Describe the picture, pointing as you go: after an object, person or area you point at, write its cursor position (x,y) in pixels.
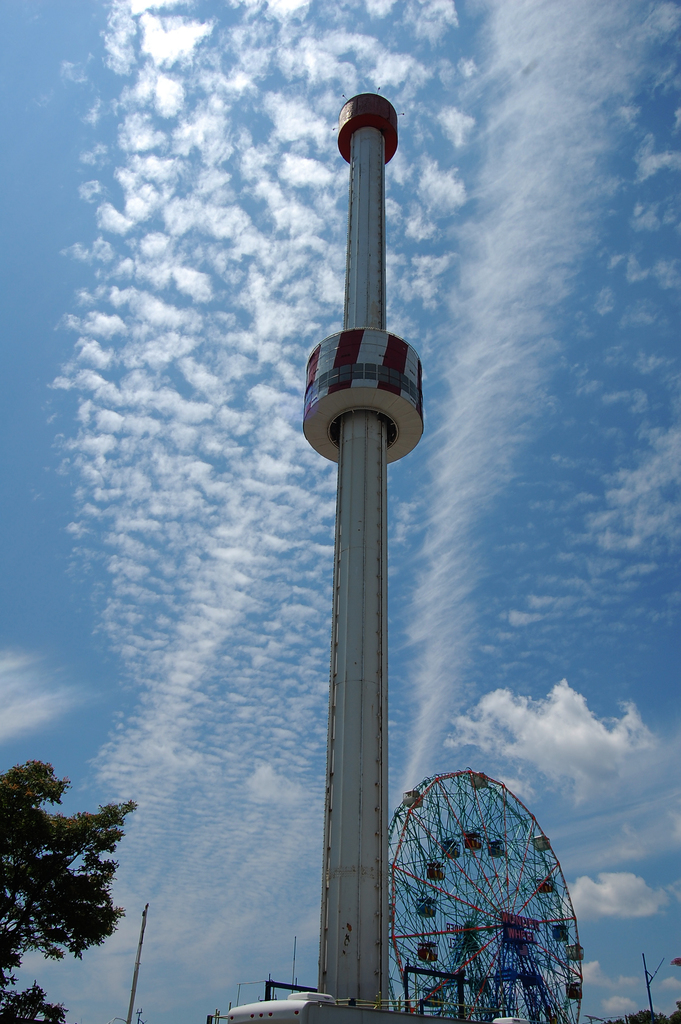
In the foreground of the picture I can see the tower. I can see a giant wheel (474,836) on the bottom right side (527,847). There are trees (98,924) on the bottom left side of the picture (27,831). There are clouds (651,801) in the sky (570,878).
